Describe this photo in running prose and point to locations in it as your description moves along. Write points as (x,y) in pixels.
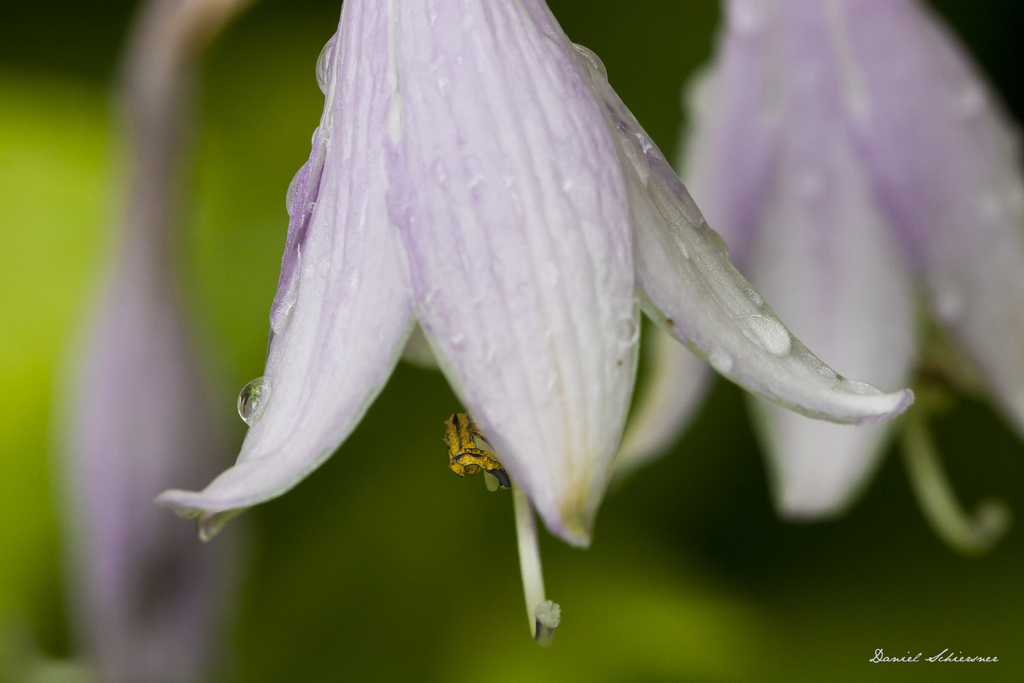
As we can see in the image in the front (394,315) there are flowers (499,252) and the background (424,382) is blurred.
